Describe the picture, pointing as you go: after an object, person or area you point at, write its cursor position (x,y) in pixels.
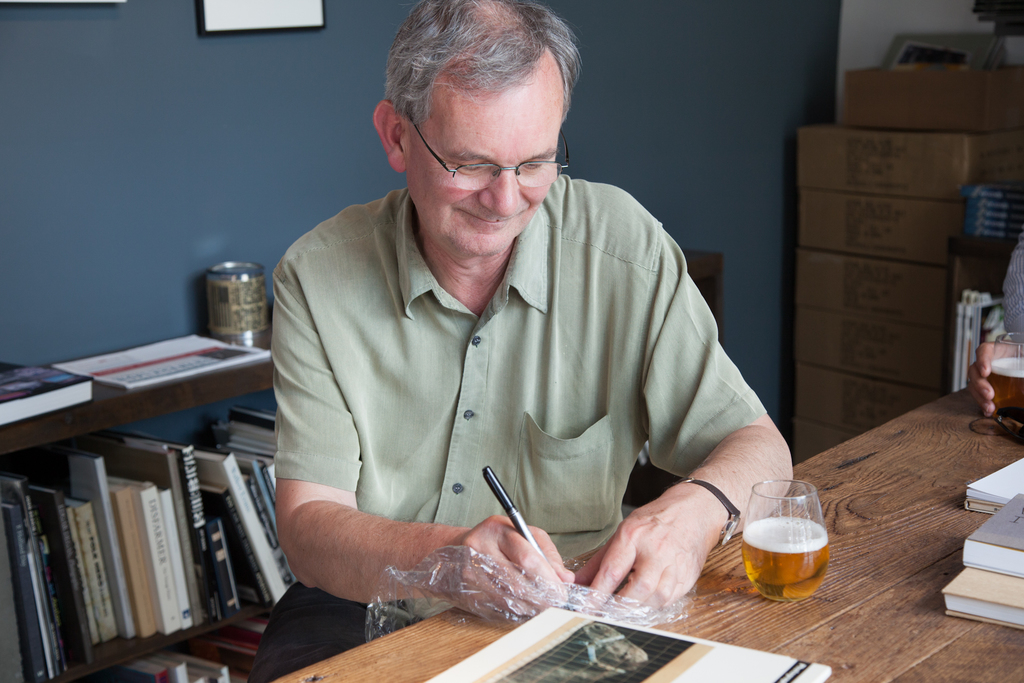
In this picture we can see a man (601,460) is sitting in front of a table (753,642) and writing something, there are some books (994,547) and two glasses (787,570) of drinks (781,557) present on the table (720,578), on the left side (177,588) there is a rack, there are some books (255,574) on the rack (189,583), in the background (649,143) there is a wall (681,157) and cardboard boxes (877,172), there is frame (273,15) on the wall (289,46), on the right side (986,354) we can see another person's hand (988,406).
